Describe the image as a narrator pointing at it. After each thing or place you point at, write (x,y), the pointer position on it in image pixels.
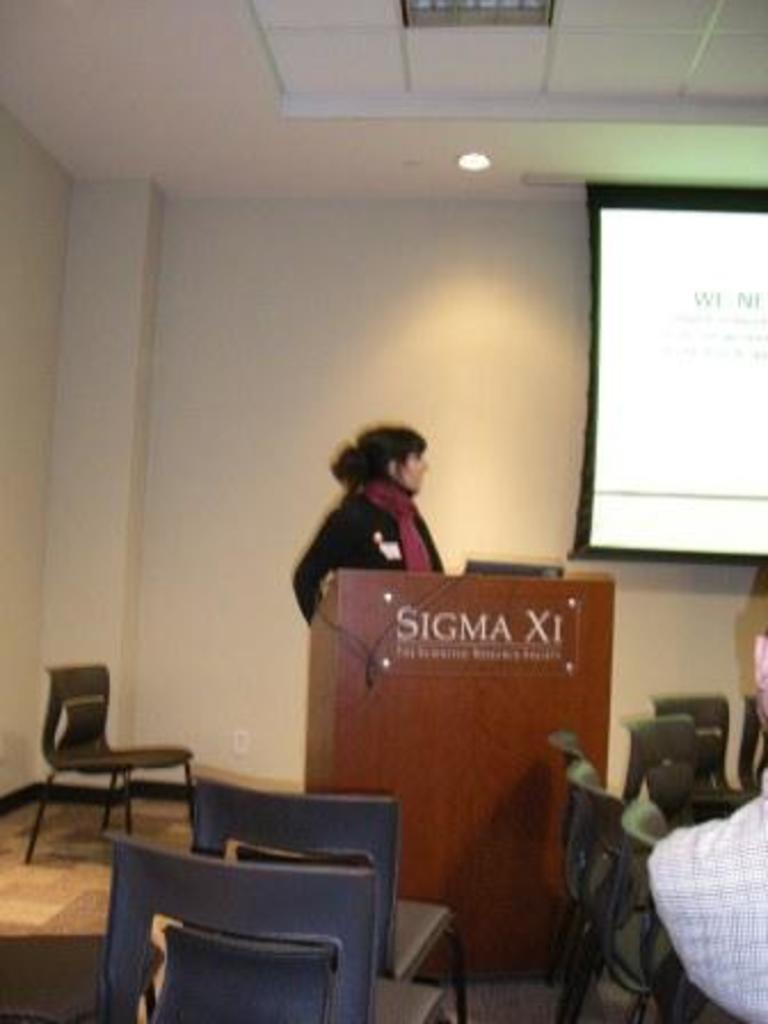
This is a image clicked inside the room (199,682). Here I can see a woman (365,546) wearing black jacket (349,539) and standing beside the podium (396,626). In the background (355,371) I can see a wall (355,371). And on the top of the image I can see a light (470,165). Also I can see a screen (644,443) in this image. On the bottom of the image (411,965) there are some chairs (299,1000). On the right bottom of the image (713,930) I can see a person (734,915) sitting on the chair (644,984).
